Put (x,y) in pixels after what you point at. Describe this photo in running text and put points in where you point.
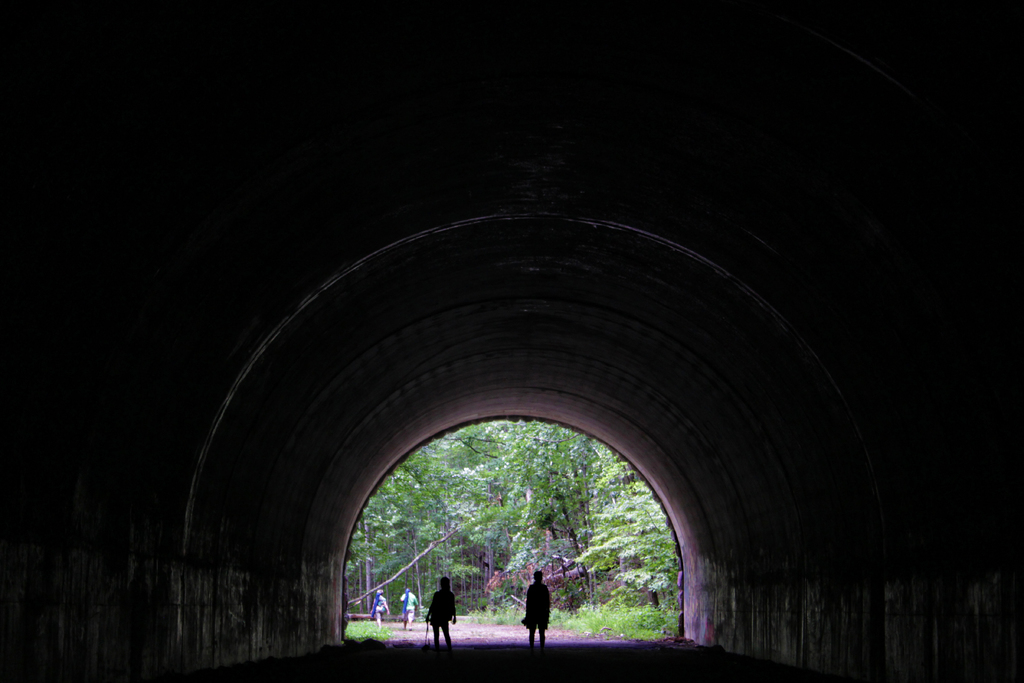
In the image we can see an arch (513,353), there are even people (534,593) walking and wearing clothes (540,624). We can even see there are trees (542,491) and grass (638,614).
